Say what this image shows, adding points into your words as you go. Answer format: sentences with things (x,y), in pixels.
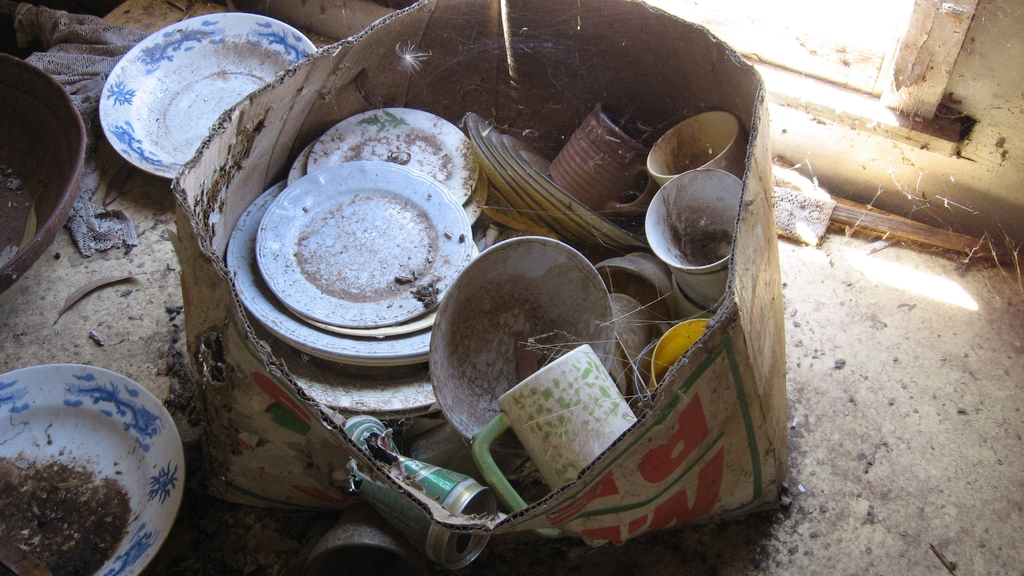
In this image we can see a cardboard box (634,522) on the floor (1019,450). Inside the box (494,273) there are plates (564,221), cups (663,215) and some other items (507,350) on that. Also there are plates (112,138) and some other items (42,113) on the floor (954,402).
